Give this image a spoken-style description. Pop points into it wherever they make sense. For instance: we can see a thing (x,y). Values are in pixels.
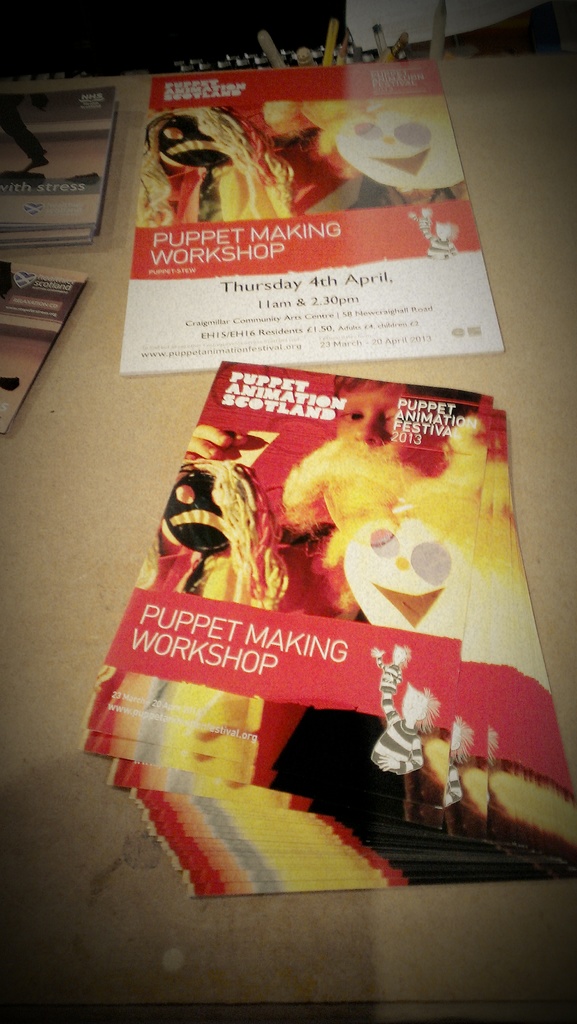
Here I can see a table (127,523) on which few pamphlets (234,162) are placed. On the pamphlet (237,599), I can see some text (309,658) and few cartoon images (340,552).
